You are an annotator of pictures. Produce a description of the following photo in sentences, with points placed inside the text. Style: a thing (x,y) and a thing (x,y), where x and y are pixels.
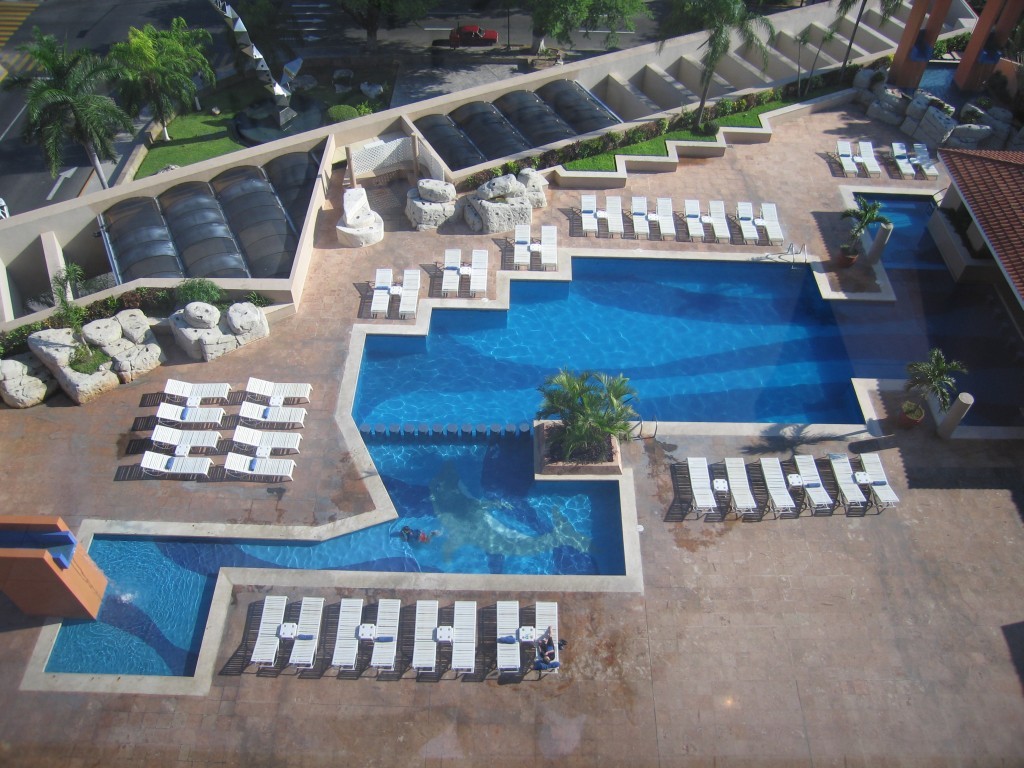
In this picture we can see a swimming pool (541,393), beside to the swimming pool (464,411) we can find few chairs (466,628) and plants (587,403), and also we can see a house (1009,211), in the background (479,40) we can find few trees (52,105) and a car (461,40) on the road (523,43).
